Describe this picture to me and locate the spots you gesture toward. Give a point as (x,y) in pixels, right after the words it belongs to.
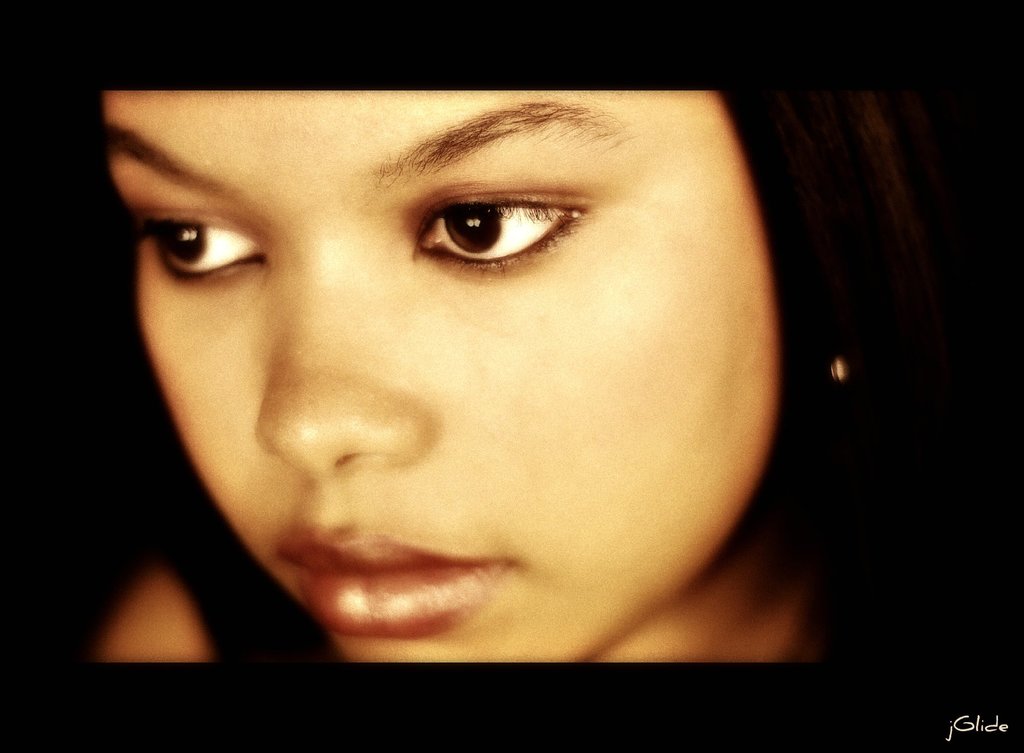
In this image in the front (603,455) there is the face (431,451) of a person (490,421).
